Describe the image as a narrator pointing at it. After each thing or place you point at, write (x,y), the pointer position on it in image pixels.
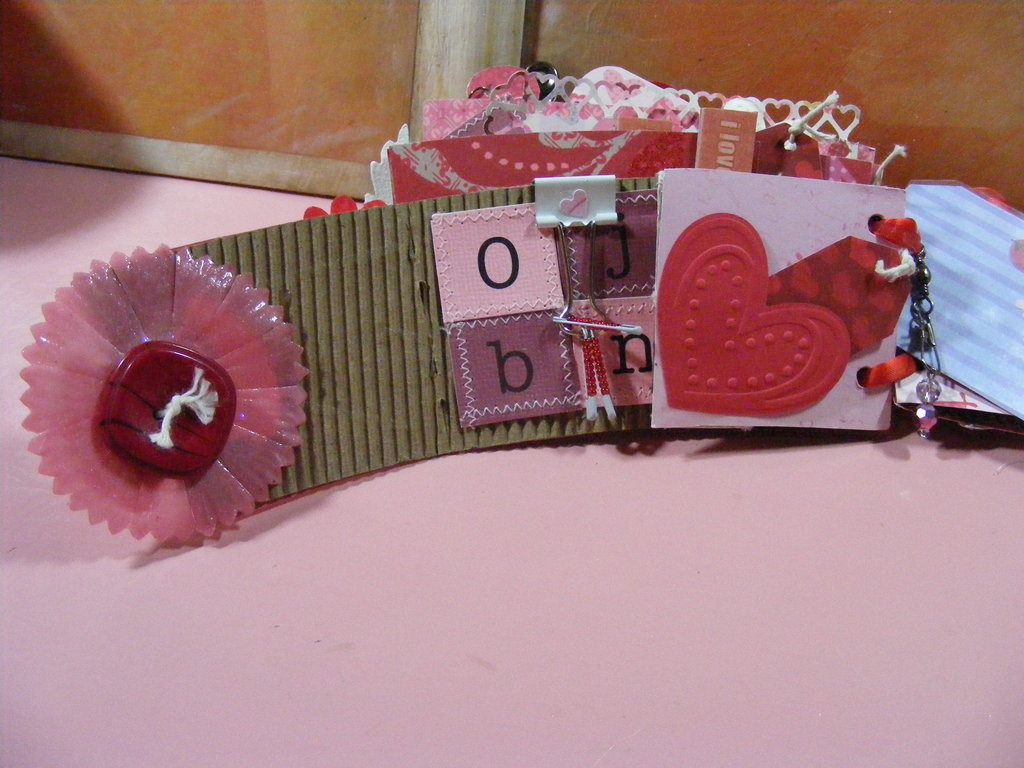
In this image there are papers (648,204) and paper cuttings (391,291). To the right (917,271) there is a small chain (925,317) to the paper (894,284). To the left (74,432) there is a button (165,409) on a paper cutting (63,369). Behind the papers (525,132) there is a wall (551,28).
